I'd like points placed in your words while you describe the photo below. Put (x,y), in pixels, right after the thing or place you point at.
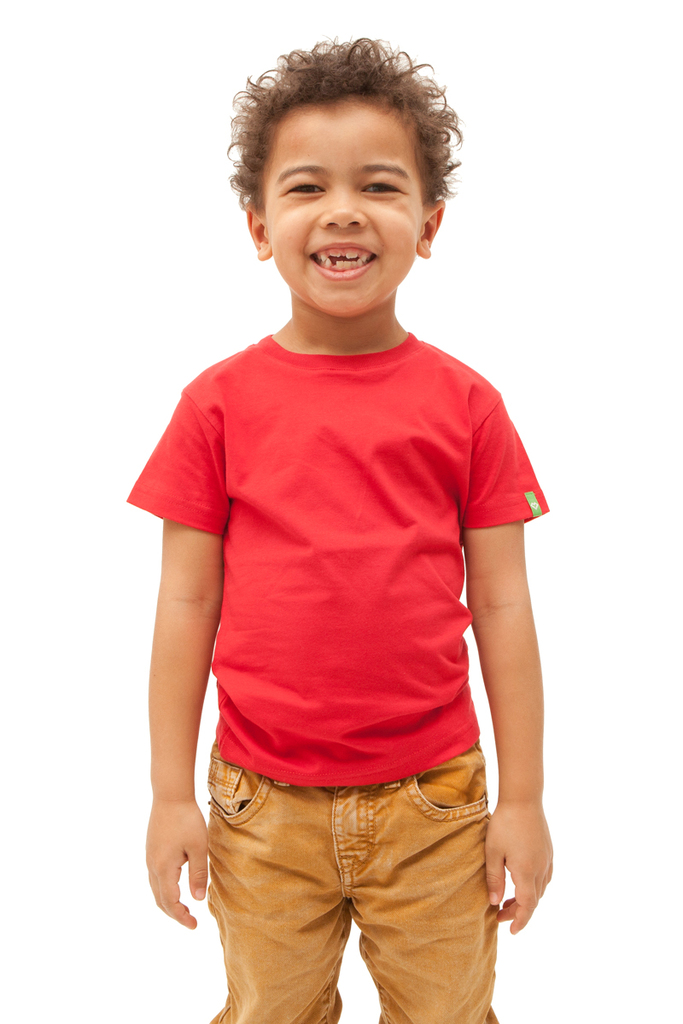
In this image we can see a boy (326,573) standing and wearing a red color shirt (375,615) and mustard color pant (261,810).
